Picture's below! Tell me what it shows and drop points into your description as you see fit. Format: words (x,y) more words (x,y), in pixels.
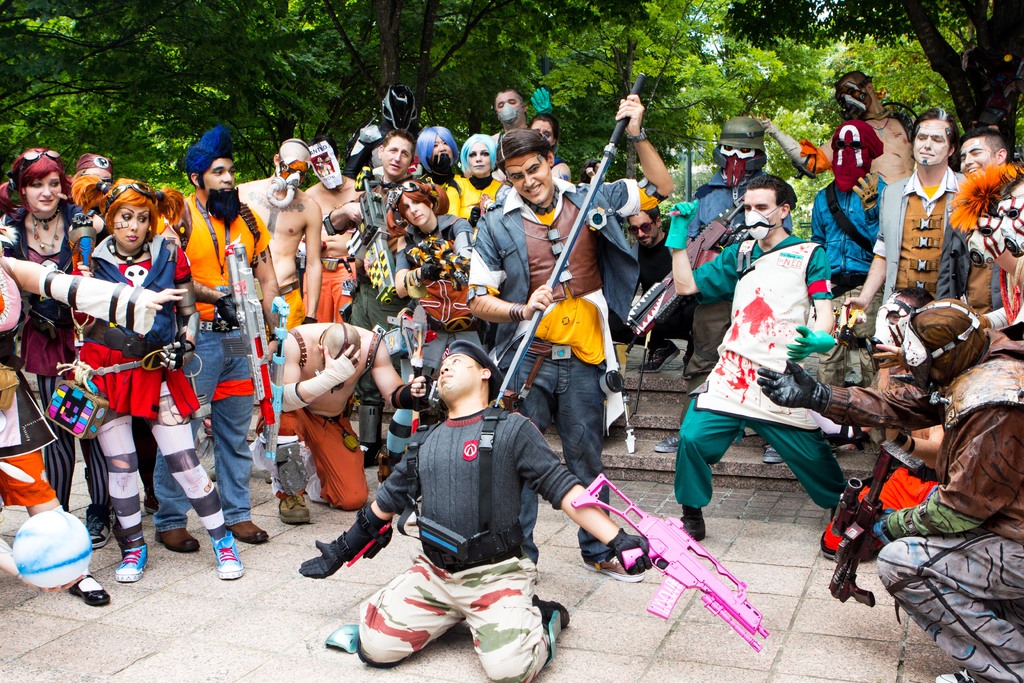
This is an outside view. In the middle of the image (473,415) a man (470,462) wearing t-shirt (438,469), trouser (515,564) and sitting on the knees (359,650). At the back of this man (487,475) another man (572,368) is standing and holding a rod (585,216) in the hands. Around these people (517,473) many people (971,490) are wearing costumes (1015,471) and standing and everyone is looking at these people (505,462). In the background (542,55) there are trees (446,75).
